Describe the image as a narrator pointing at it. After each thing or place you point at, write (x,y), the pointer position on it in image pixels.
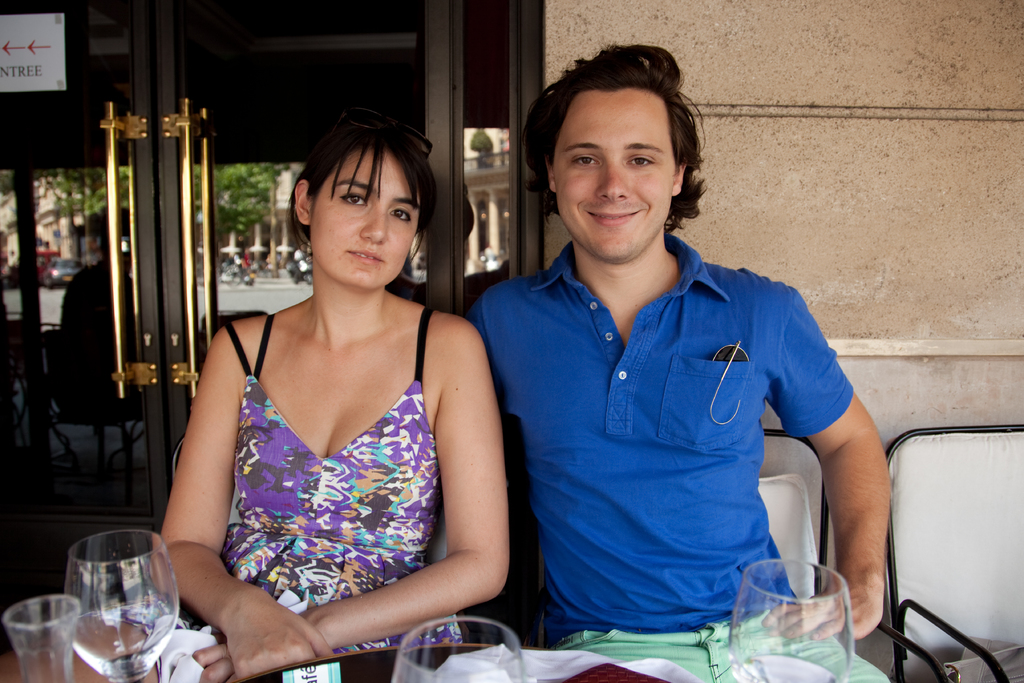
There is a man (500,397) and a woman (418,430) sitting on chairs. Near to him there is another chair (963,513). In front of them there are glasses (806,652). In the back (773,114) there is a wall (550,31) and doors (257,97). On the door (93,90) something is written. Also there is a reflection (65,304) of road (236,299), trees (239,193), buildings (283,190) and vehicles (47,271) on the door (176,245).
